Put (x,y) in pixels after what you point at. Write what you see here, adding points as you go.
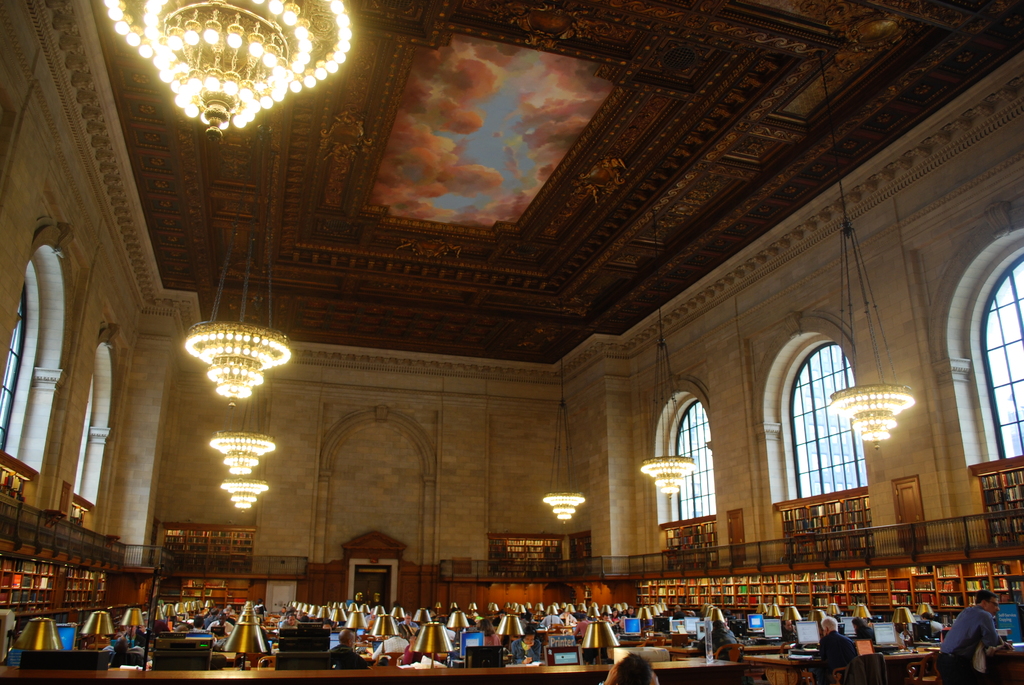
In this picture I can see group of people (729,639) sitting on the chairs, there are lamps (459,617), monitors (481,650) and some other objects (281,656) on the tables (538,672), there are books (746,590) in the racks (790,585), there are windows (793,414) and there are chandeliers (253,459) hanging to the ceiling (419,196).
